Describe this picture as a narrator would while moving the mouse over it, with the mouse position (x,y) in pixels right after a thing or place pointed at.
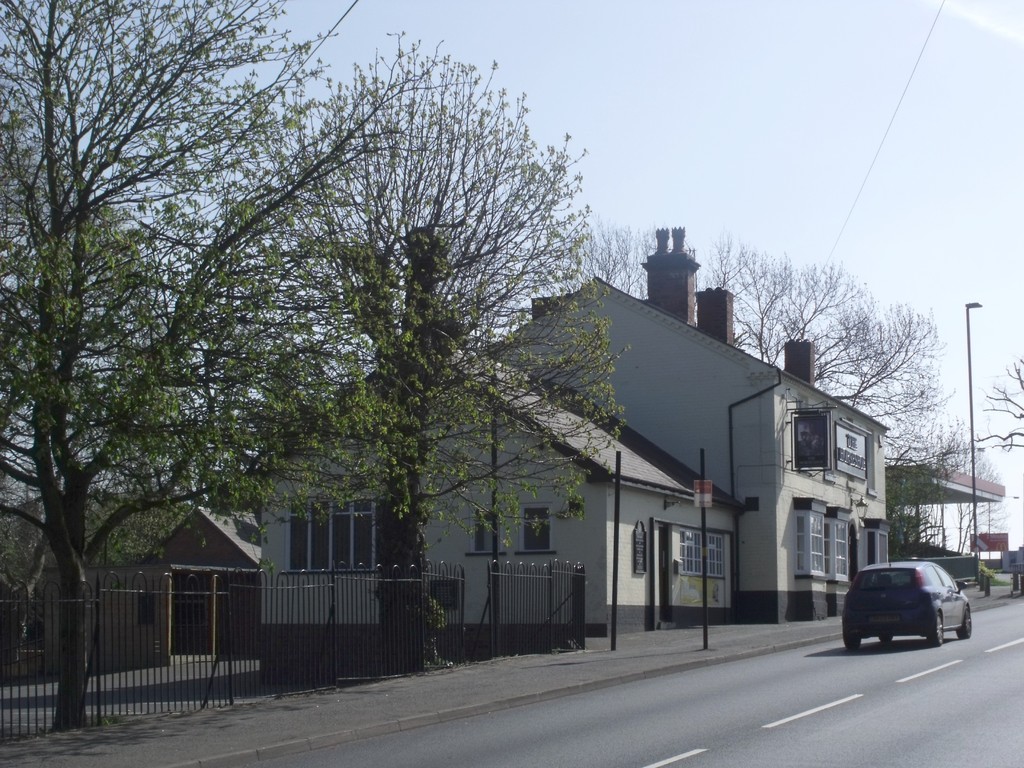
In the image there is a car (858,623) going on road (687,727) with buildings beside it and trees (235,491) on either side and above its sky (843,75).
